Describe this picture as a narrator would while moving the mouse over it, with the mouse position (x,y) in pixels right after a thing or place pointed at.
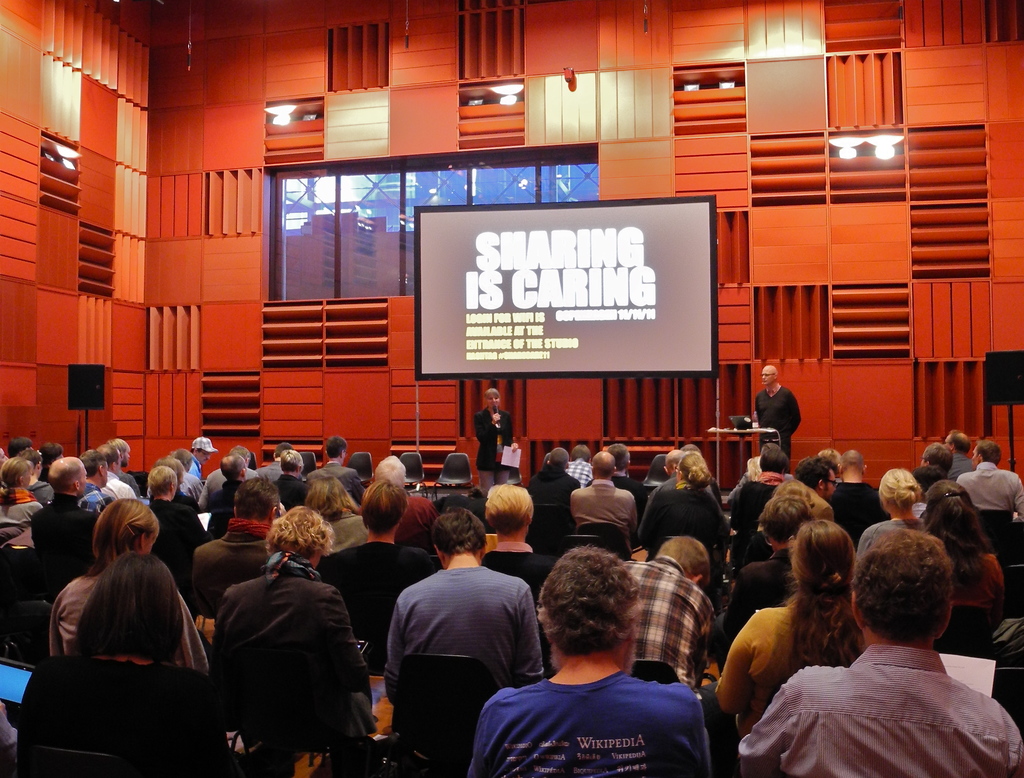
In this image I can see the group of people (612,676) with different color dresses (476,568). In-front of these people (574,516) I can see two people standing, screen (586,376) and the window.
